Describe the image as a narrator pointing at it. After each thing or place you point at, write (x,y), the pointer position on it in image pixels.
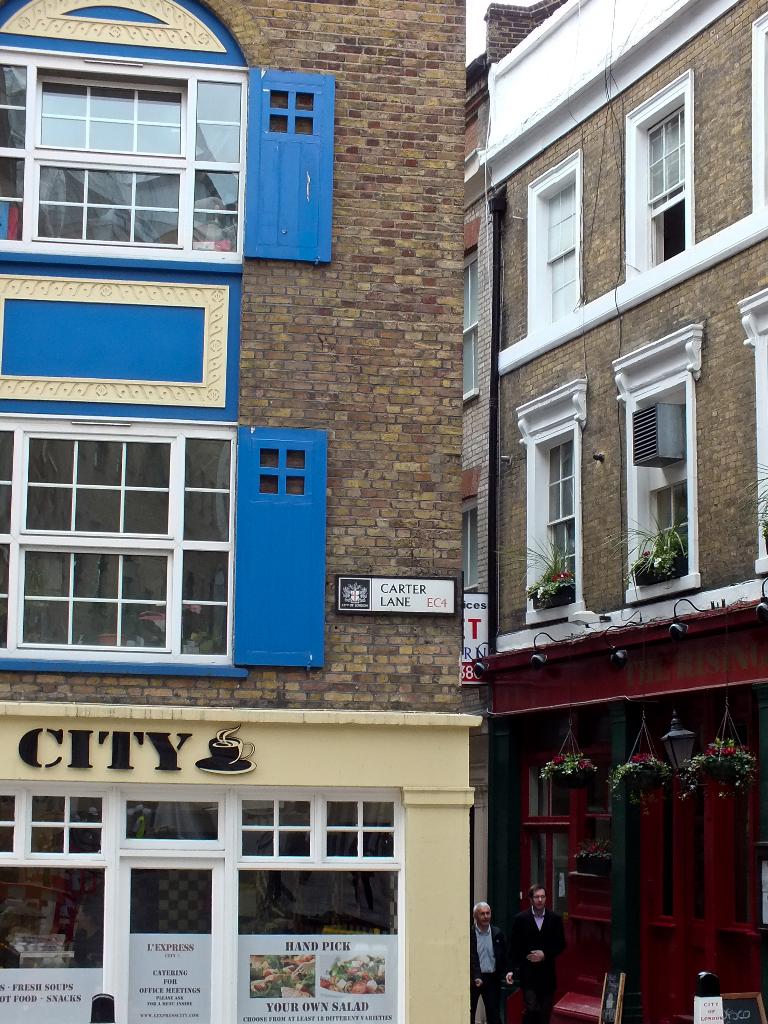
In this image we can see buildings (383,754) and there are two people (491,936) walking in the middle of the buildings (215,936). There is a shop (155,766) which looks like a cafe (146,986) and there are some posters (263,982) attached to the walls (468,1020). We can also see some plants (684,788) in flower pots (654,785).
